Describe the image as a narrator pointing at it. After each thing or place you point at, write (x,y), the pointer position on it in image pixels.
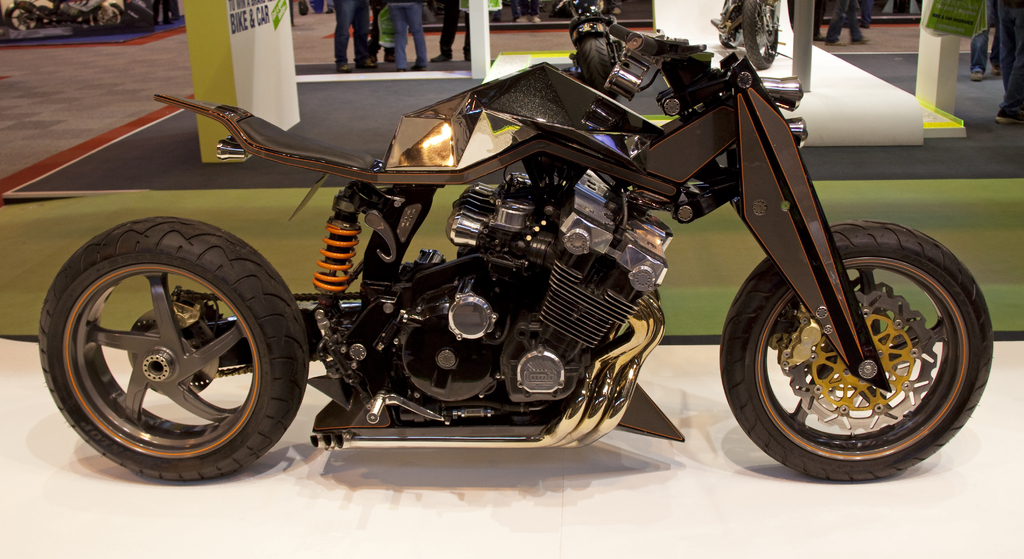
In this picture I can see few motorcycles (566,109) and few people (1015,103) standing and I can see text (240,15) on the board (258,90).
